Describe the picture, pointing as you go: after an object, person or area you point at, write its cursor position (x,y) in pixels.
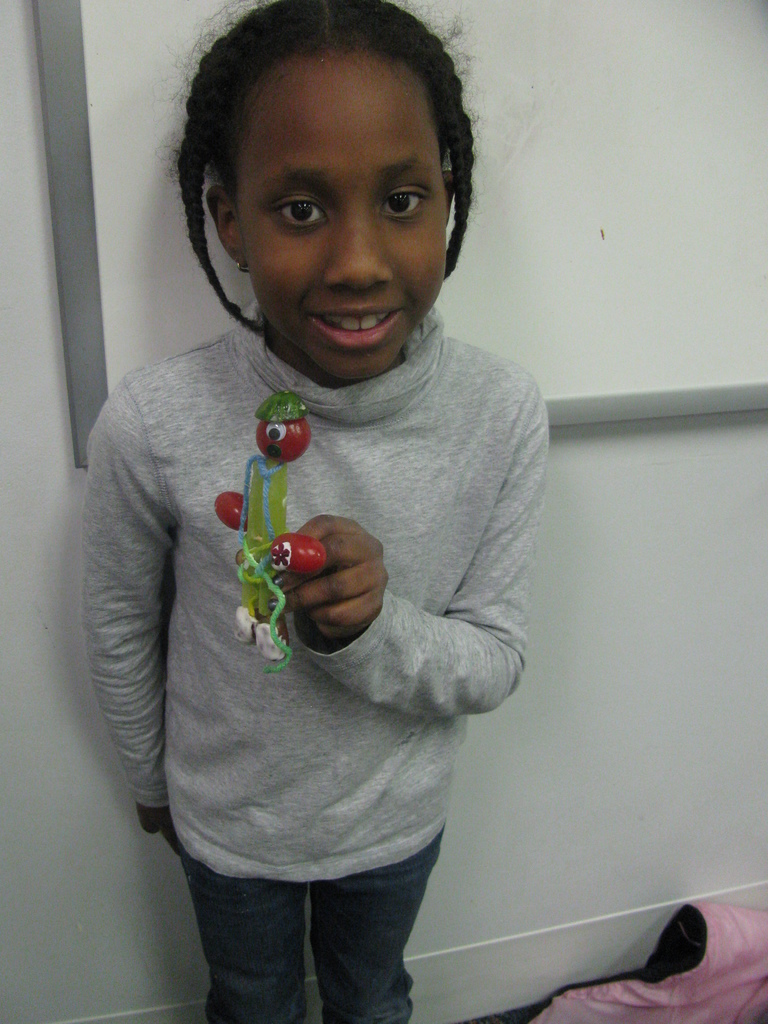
In the center of the picture (270,466) there is a girl (431,537) holding a toy (299,557). On the right (673,965) there is a cloth (681,950). At the top (613,206) it is board (107,228). In the center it is wall (611,755) painted white.
